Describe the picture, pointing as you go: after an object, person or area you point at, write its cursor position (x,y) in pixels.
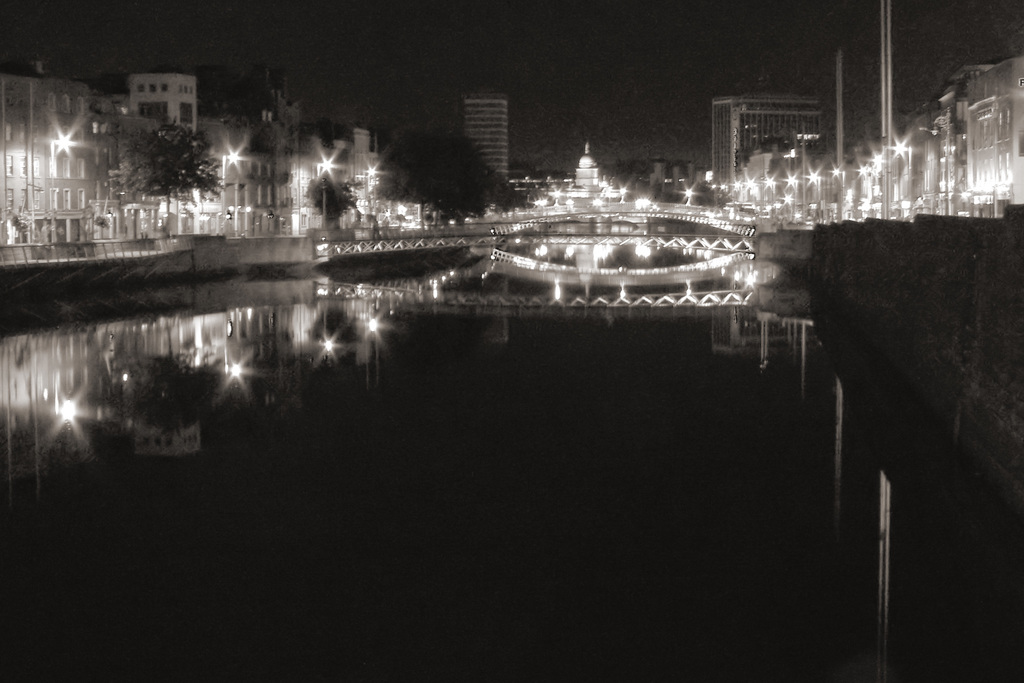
In the picture we can see a city (277,165) near to the water (442,524) and a bridge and we can also see some buildings (21,186), with a street lights (234,157), and we can also see some poles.
